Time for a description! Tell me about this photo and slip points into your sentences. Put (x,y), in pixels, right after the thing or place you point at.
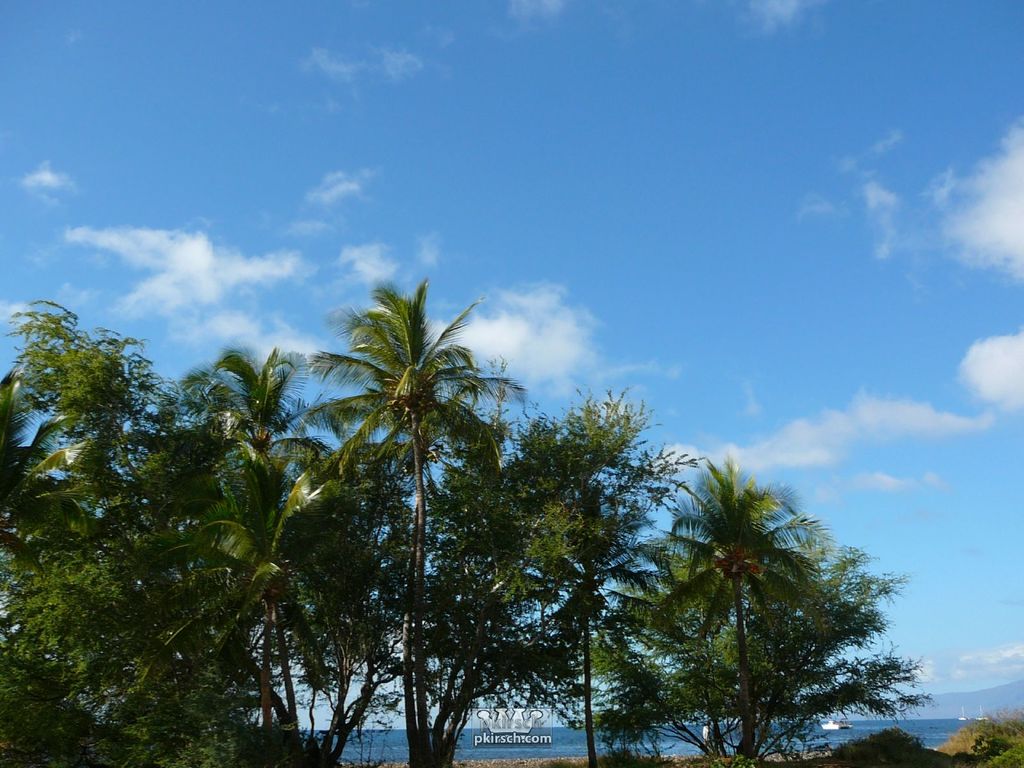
In this image, there are a few trees (426,586), plants (961,762). We can see the ground (867,763). We can see some water (828,732) with some objects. We can also see the sky (879,478) with clouds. We can also see a watermark (512,733) at the bottom (498,727).
